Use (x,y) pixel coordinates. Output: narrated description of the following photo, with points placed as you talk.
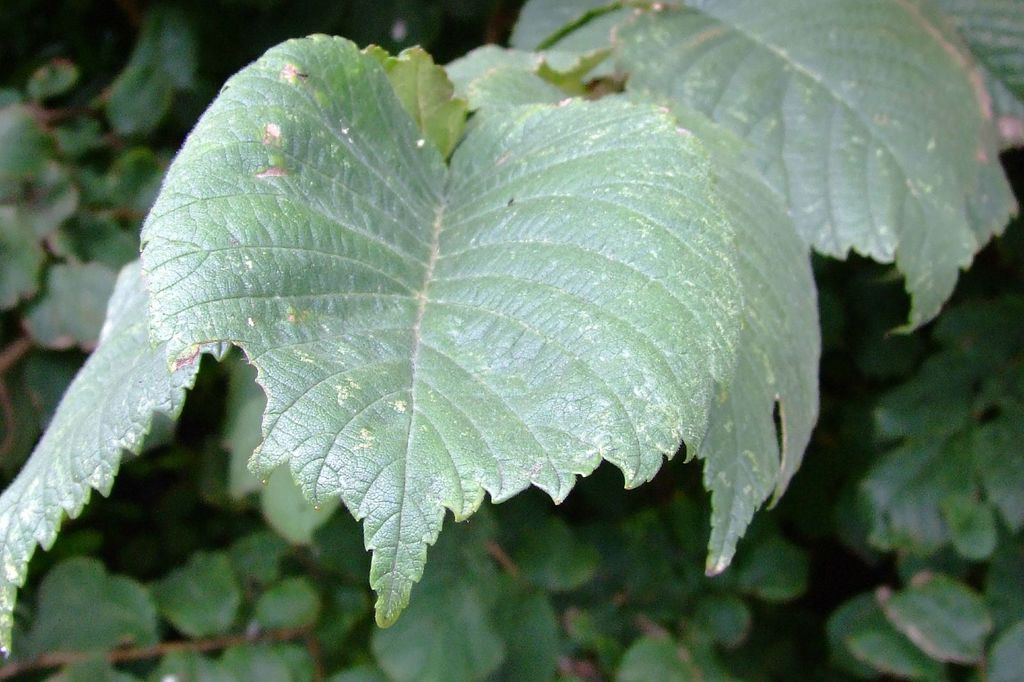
In this image I can see few leaves (511,275) which are green in color and in the background (462,2) I can see few trees (109,120) which are green and brown in color.
